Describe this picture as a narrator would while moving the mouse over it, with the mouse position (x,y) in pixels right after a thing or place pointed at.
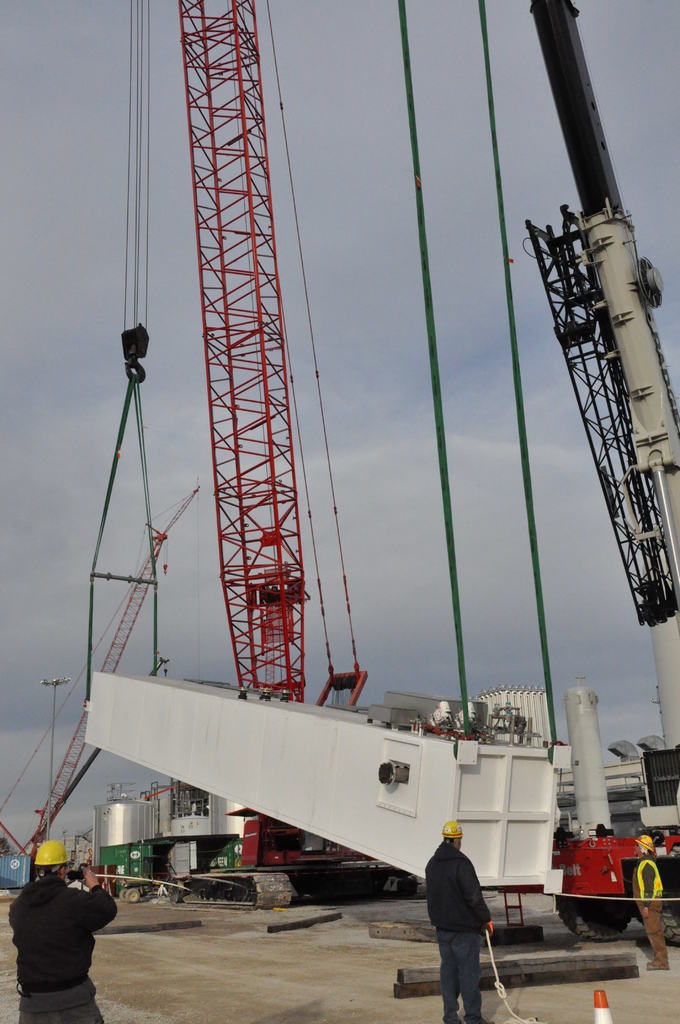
In this image we can see crane (572,879), ropes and tank (133,835). Bottom of the image (453,850) three persons (454,954) are standing. They are wearing yellow color helmet (48,845). Background of the image (16,616) sky (303,396) is there.
